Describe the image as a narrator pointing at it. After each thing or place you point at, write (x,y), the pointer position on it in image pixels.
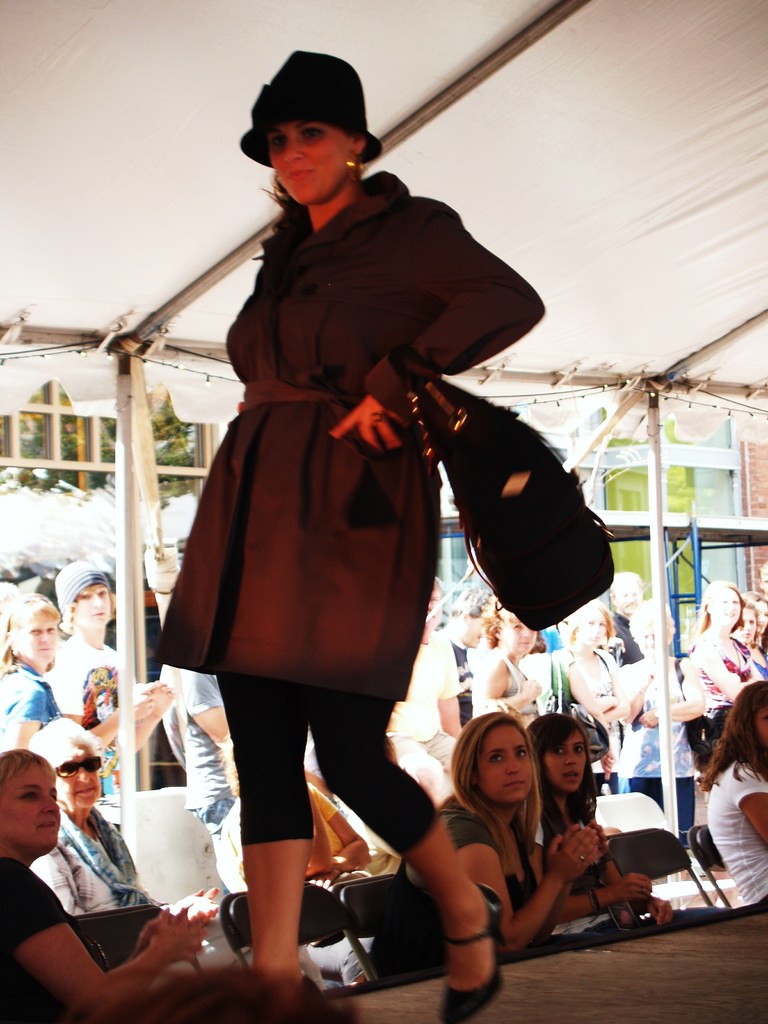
In the center of the image (375,683) we can see a lady (380,638) is walking on the stage (767,1001) and wearing a dress (336,232), cap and carrying a bag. In the background of the image (59,815) we can see the tent (599,428), rods (680,556) and some people (28,774) are sitting on the chairs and some of them are standing. At the top of the image (486,179) we can see the roof (486,179). At the bottom of the image (611,963) we can see the floor (602,991).
